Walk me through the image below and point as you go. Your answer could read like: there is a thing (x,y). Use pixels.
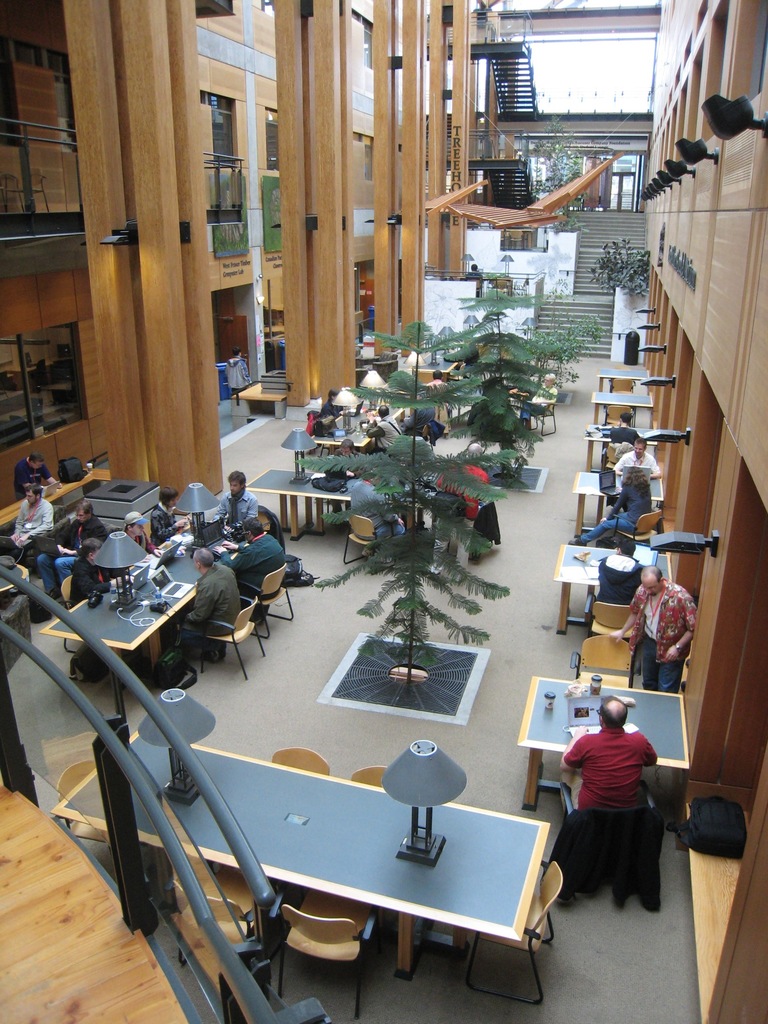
In this picture we can see some persons (390,438) are sitting on the chairs (630,671). There are tables (527,729). These are the plants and this is building (314,65).
